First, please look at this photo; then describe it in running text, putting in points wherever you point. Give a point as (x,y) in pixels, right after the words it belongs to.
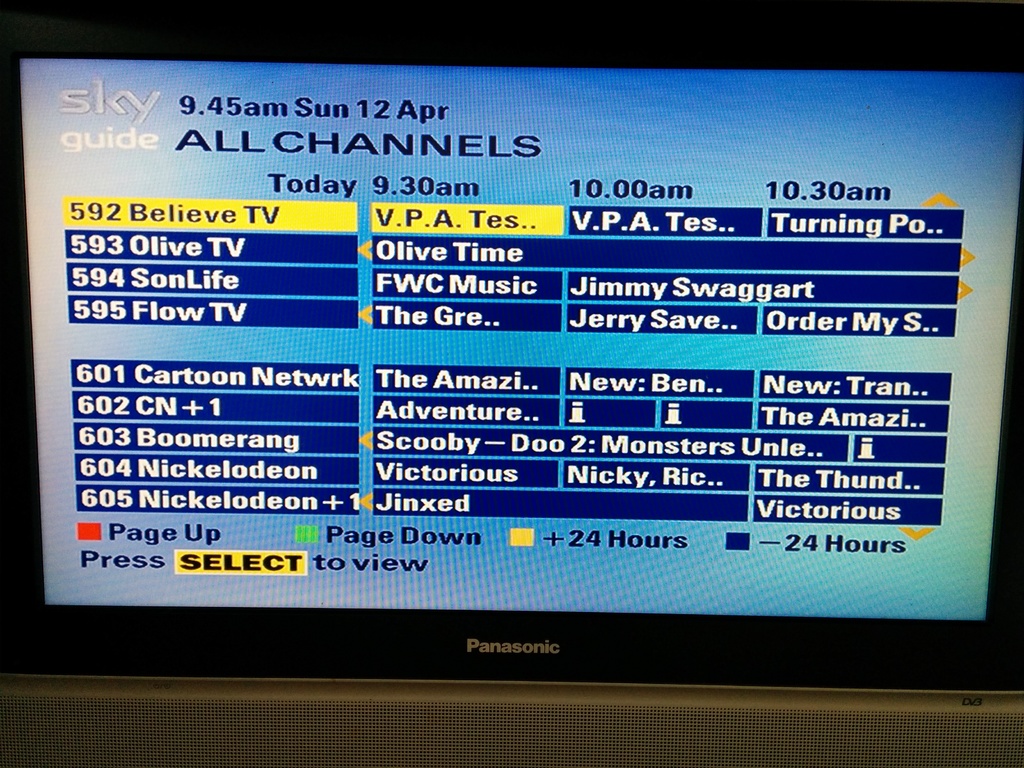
In this image we can see a television (299,576) with some text (142,245) on the screen (451,532).
